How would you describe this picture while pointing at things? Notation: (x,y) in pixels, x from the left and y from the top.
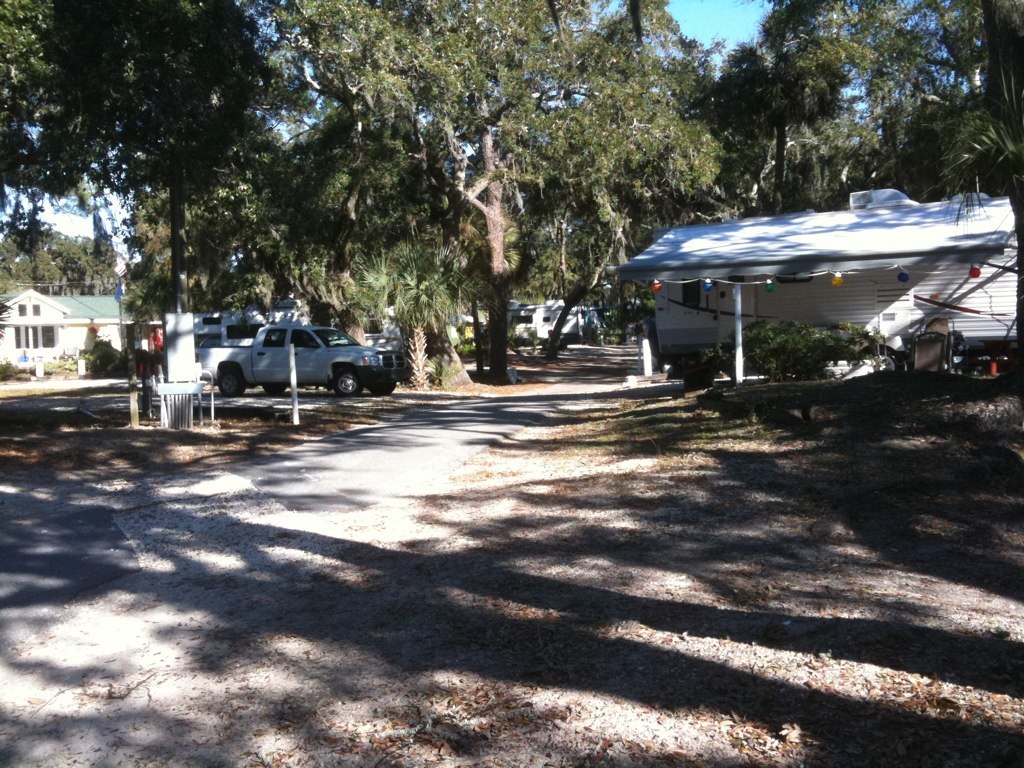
There is an open land (315,480) and there are some houses (23,315) in front of the land (387,403) and in between the houses (46,320) there is a truck (266,335) parked beside the trees (378,240).
